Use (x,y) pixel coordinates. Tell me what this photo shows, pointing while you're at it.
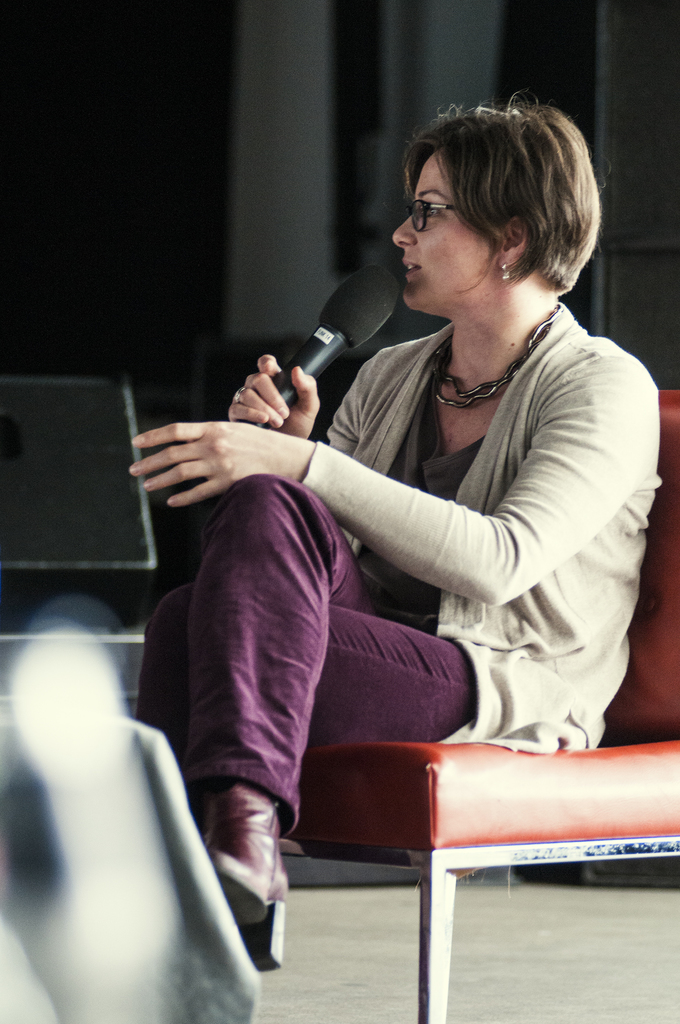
In the picture we can see a woman (337,500) sitting on the chair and holding a microphone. In the background (28,316) we can see a wall (289,343).
